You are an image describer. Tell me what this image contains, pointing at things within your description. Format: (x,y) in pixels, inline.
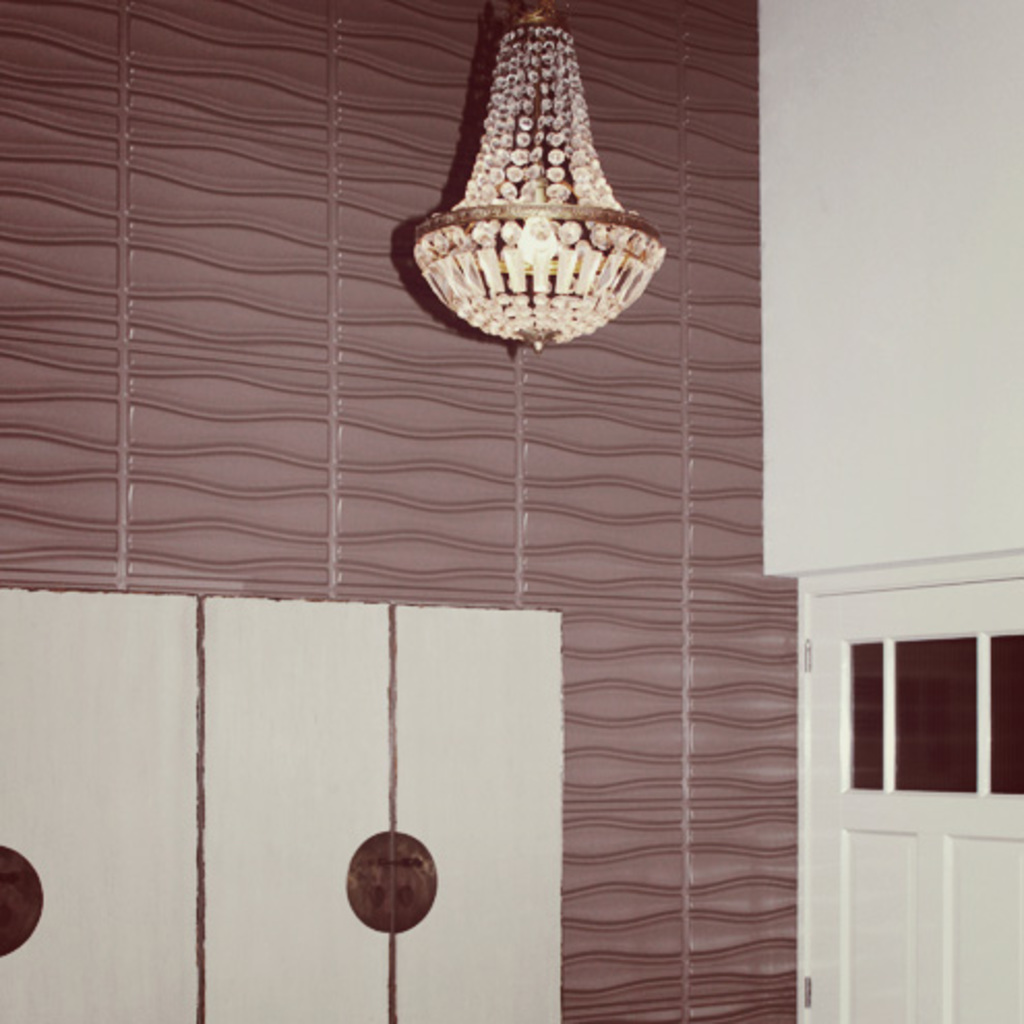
In this picture we can see a door (970,691), chandelier (547,93) and in the background (679,867) we can see a design wall (485,434).
